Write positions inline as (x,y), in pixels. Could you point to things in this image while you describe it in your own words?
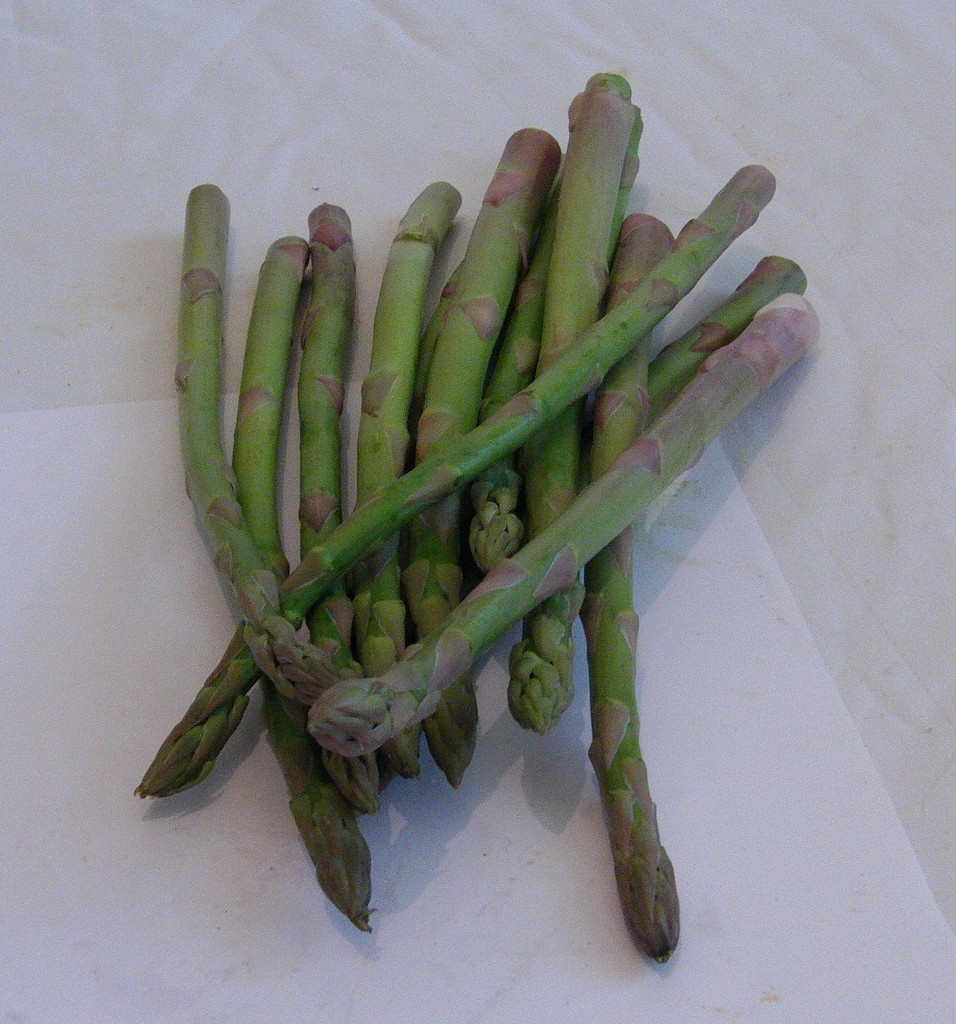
In this image we can see plant stems (460,443) on the white color surface (541,774).
